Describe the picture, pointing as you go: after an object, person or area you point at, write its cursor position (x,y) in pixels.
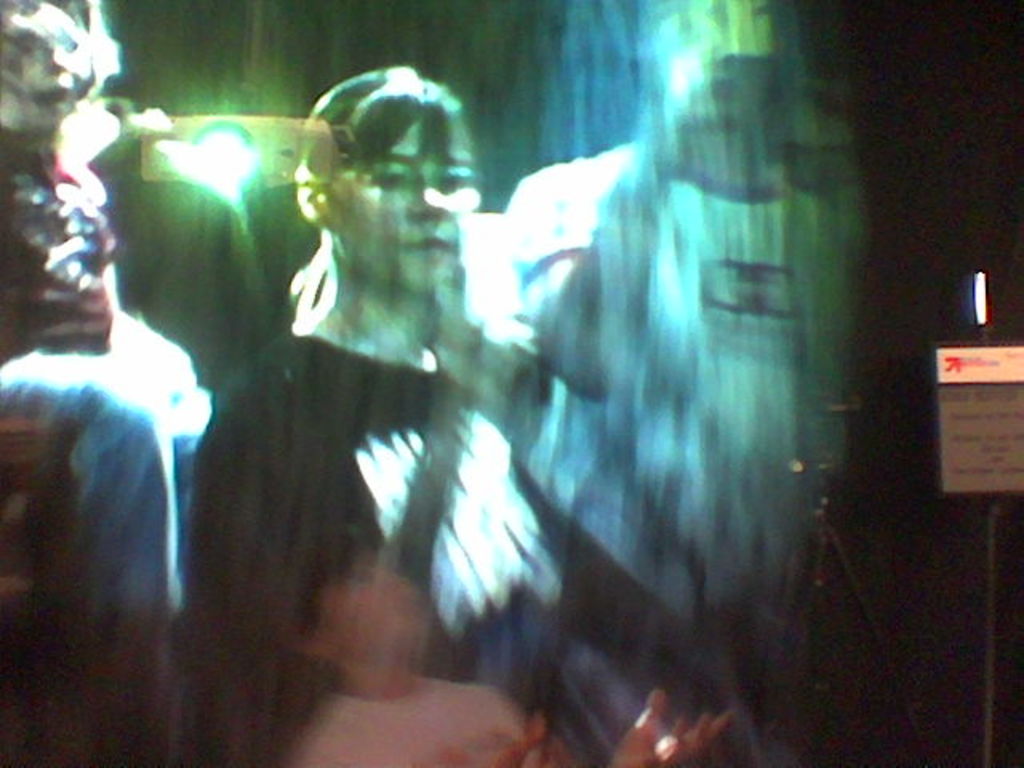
This picture is blur and we can see a woman (438,373) and other people (565,400). On the right side of the picture (974,432) we can see a board (943,434). In the background (249,161) there is a light (235,186).
